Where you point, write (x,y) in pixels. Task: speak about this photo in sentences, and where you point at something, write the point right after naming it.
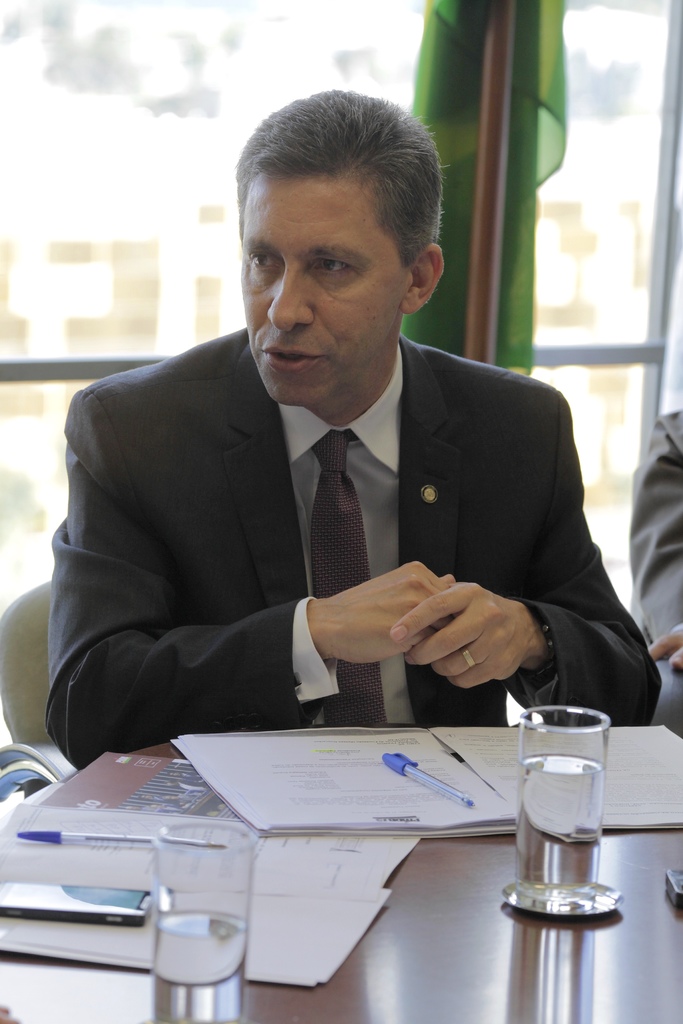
It is look like a conference room. A man (313,685) is sat on the chair (38,669) and he hold his hand (403,621). He wear a ring (467,656) on his left hand (483,625). And he wear tie (350,520), shirt (395,494), jacket (458,504) and watch (545,662). In the bottom of the image (409,952) we can see a table (361,962). On top of table (381,992), we can see file (294,798), pen (419,775), mobile (107,902) and glass (541,830) with water (572,827). In the right side of the image (680,650), we can see human hand (675,638) and his fingers (670,648). The background (460,115), we can see a flag (461,81) and a rod (488,138). There is a glass window (105,225) behind the man (471,506).
